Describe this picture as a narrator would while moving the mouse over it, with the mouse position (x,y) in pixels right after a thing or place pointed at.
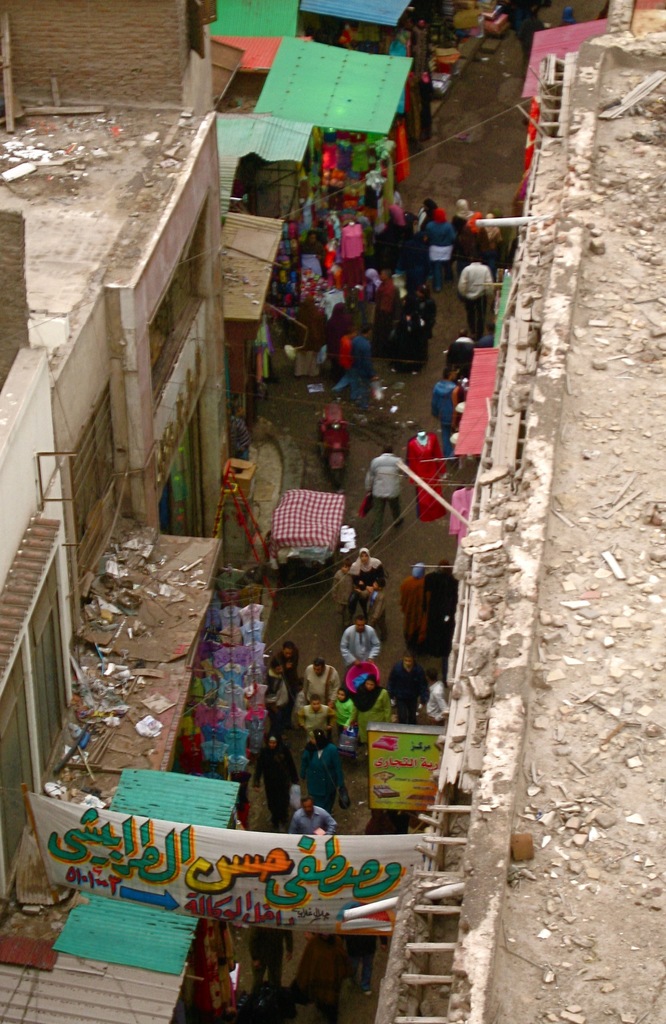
In this image I can see the roofs (507,663) of buildings (52,208), the street (305,431), few banners (85,808) and few persons (437,211) walking on the street (510,81).
